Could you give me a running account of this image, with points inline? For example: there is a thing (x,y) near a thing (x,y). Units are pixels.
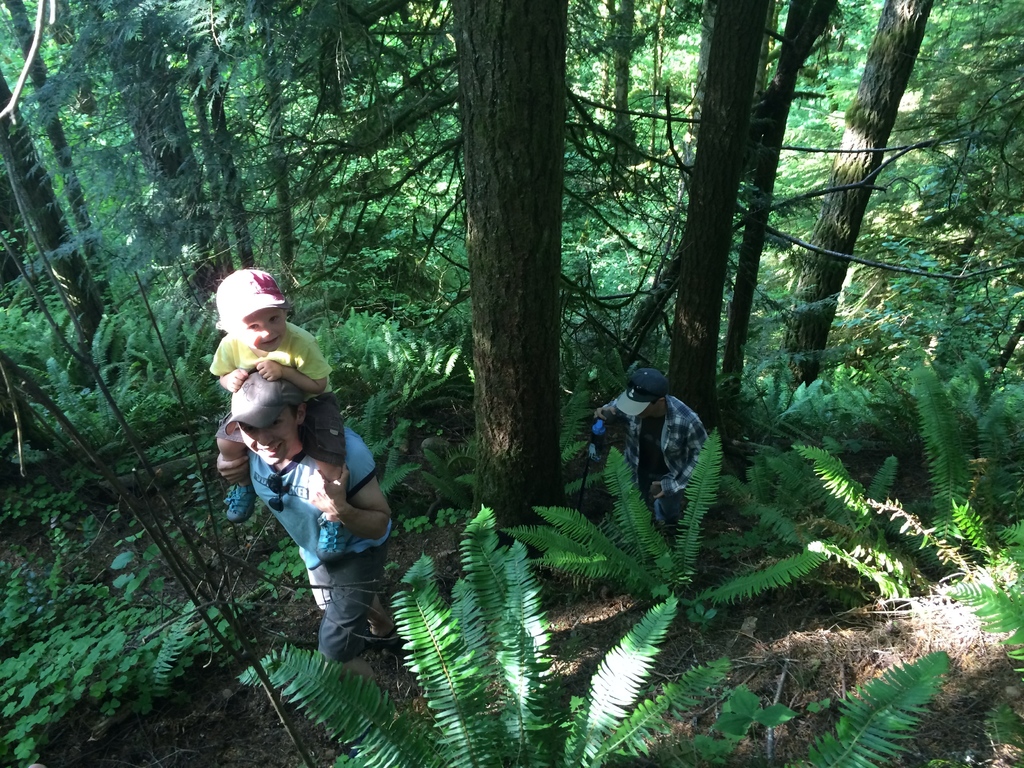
In this image I can see number of trees (409,286), number of plants (856,423) and two persons (308,521) in the front (369,464). I can also see a boy (226,425) is sitting on the shoulders (353,456) of one person (245,414).
